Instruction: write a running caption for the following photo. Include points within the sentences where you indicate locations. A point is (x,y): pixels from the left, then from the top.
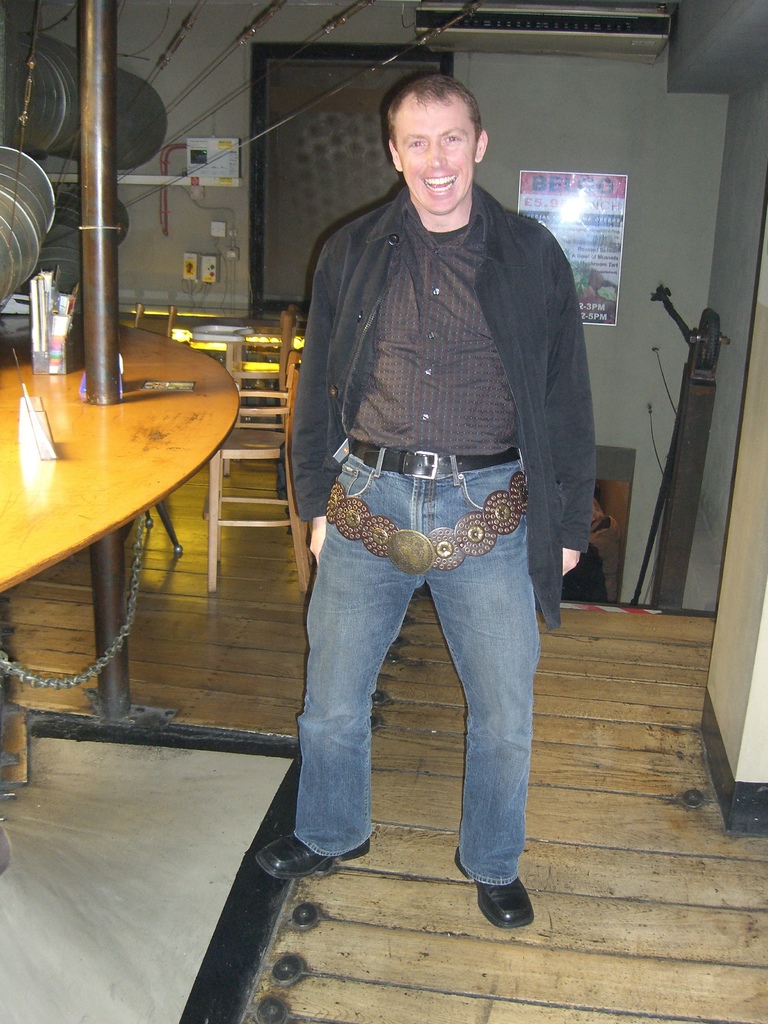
In this image I can see a man (480,334) is standing in the centre (340,561) and I can also see smile on his face (427,210). I can see he is wearing a black colour jacket (384,289), a shirt (431,441), a black belt (417,461), blue jeans (437,520), black shoes (508,900) and near his waist (366,491) I can see few round things (497,496). On the left side of this image (144,496) I can see a table (8,519), few wires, few chairs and few other stuffs (104,199). On the right side of this image (591,306) I can see a poster (577,184) on the wall (655,314) and few things (711,321).
